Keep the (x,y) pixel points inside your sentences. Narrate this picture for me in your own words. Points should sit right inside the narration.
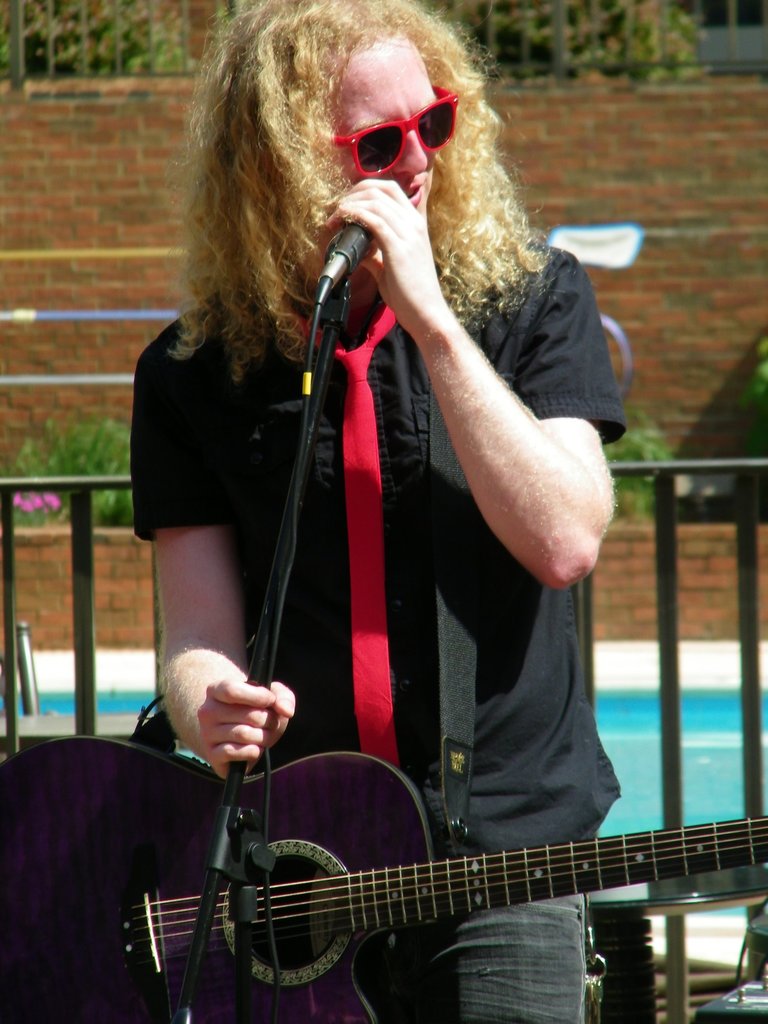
In this picture there is a man (394,87) wearing a red goggles (429,111), black shirt (540,331) and tie (374,687) and carrying a guitar (350,983). He is holding a mike (353,236) and singing. In the background (51,136) there is a wall (60,142) and some plants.
